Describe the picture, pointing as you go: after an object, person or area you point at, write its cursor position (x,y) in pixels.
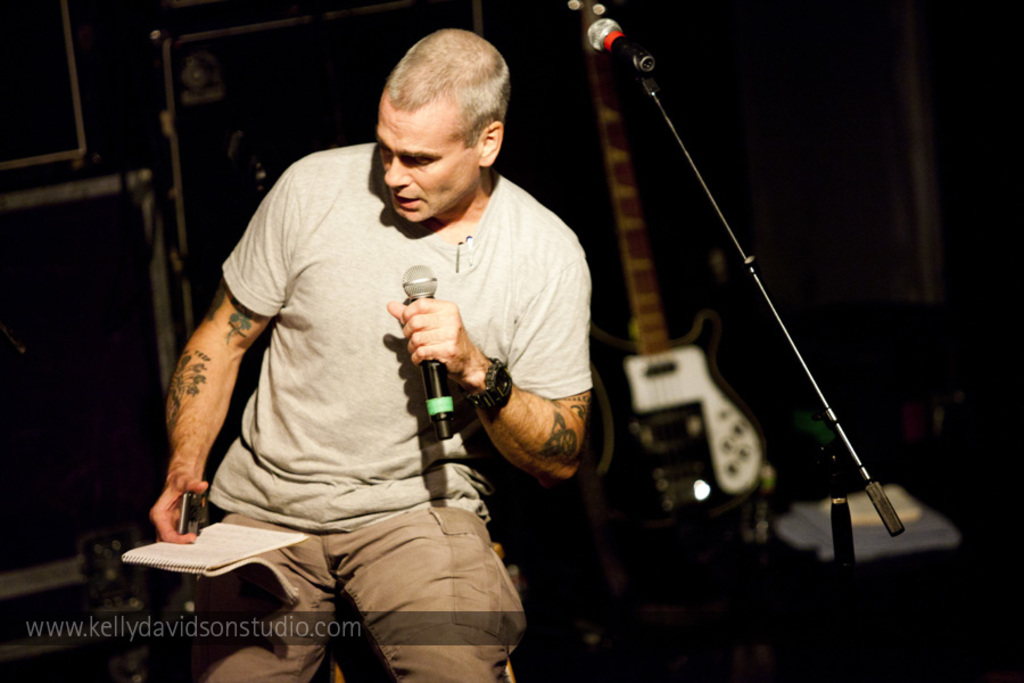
In this image I can see a man (346,378) wearing t-shirt (346,315), holding a mike (419,306) in his left hand (430,323) and one book (200,561) in his right hand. On the right side of the image (732,240) I can see a mike stand (690,161). In the background (661,310) there is a guitar (650,279).
